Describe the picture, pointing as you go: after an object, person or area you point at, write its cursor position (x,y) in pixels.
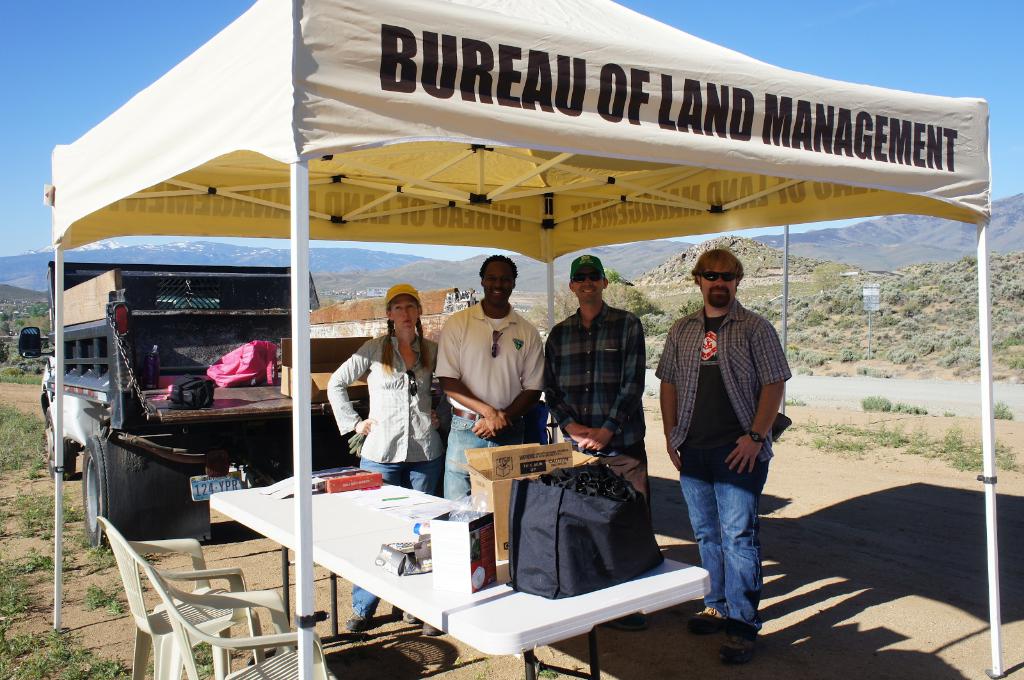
In this picture we can see there are four people (461,398) standing in the stall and in front of the people (447,473) there are chairs (189,662) and a table (373,581) and on the table (423,597) there is a bag (578,506), cardboard box (487,489) and other things (385,497). On the left side of the people (451,335) there is a vehicle (200,352) and on the vehicle (176,336) there are some objects (239,349). Behind the people (530,331) there is a pole (551,312), hills (808,291) and a sky (939,75).
